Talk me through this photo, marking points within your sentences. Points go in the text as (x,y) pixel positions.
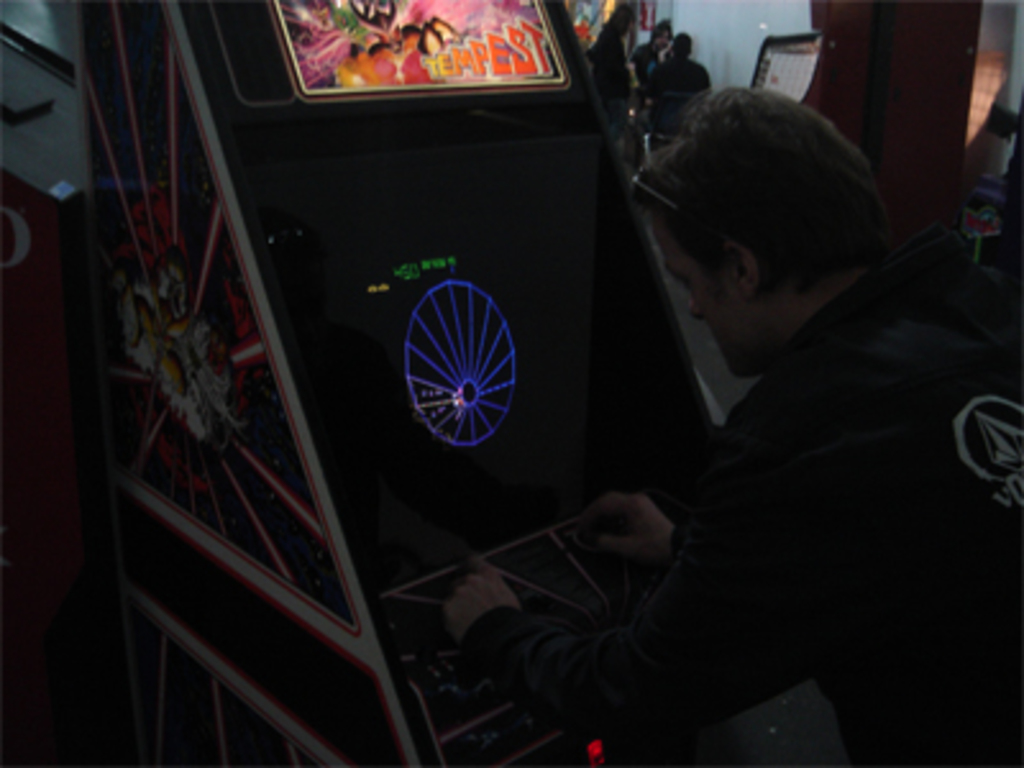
This picture is taken inside the room (894,381). In this image, on the right side (956,474), we can see a man (957,514) keeping his hand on the electronic instrument (621,730). On the left side (334,142), we can see an electronic instrument (352,13). In the background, we can see a group of people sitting on the chair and a wall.
